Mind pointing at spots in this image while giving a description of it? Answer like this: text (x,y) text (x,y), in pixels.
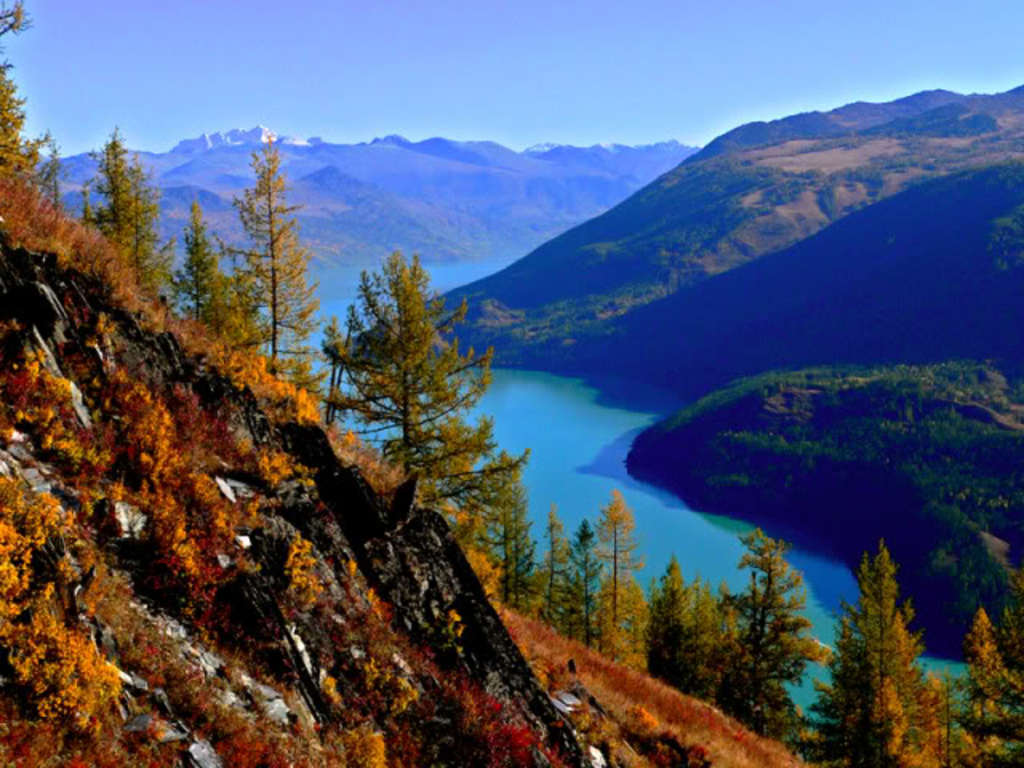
In this image there are trees (973,501), water (725,543), mountains (575,354), and in the background (470,58) there is sky (502,53).
